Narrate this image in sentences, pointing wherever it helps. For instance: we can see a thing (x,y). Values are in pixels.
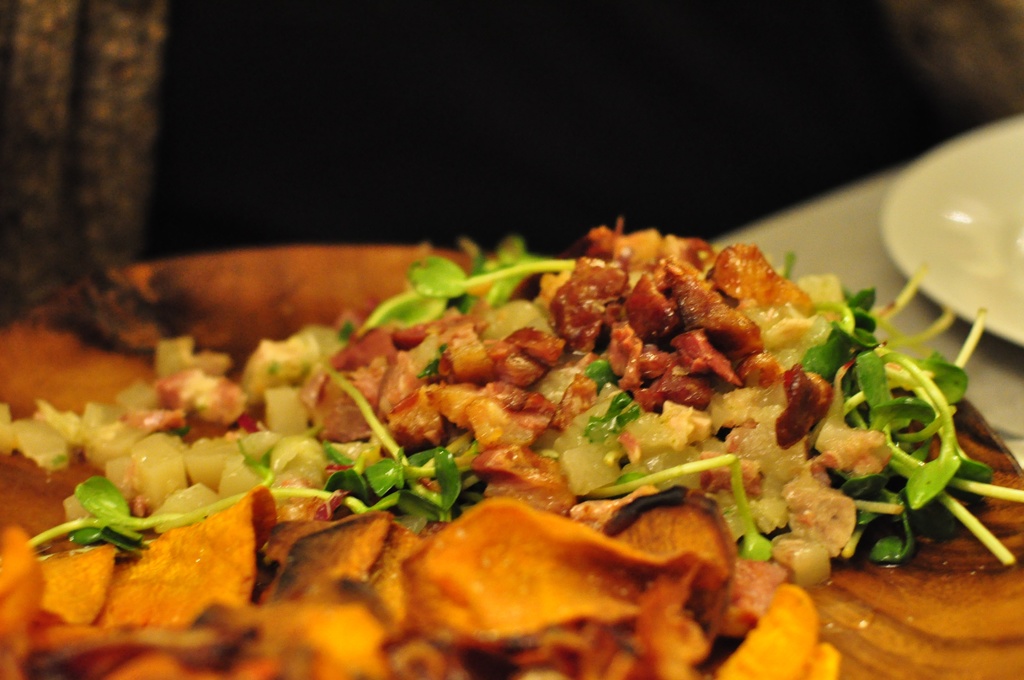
In this image there are plates (895,225). There is food (409,497) on the plate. The background (680,103) is dark.
